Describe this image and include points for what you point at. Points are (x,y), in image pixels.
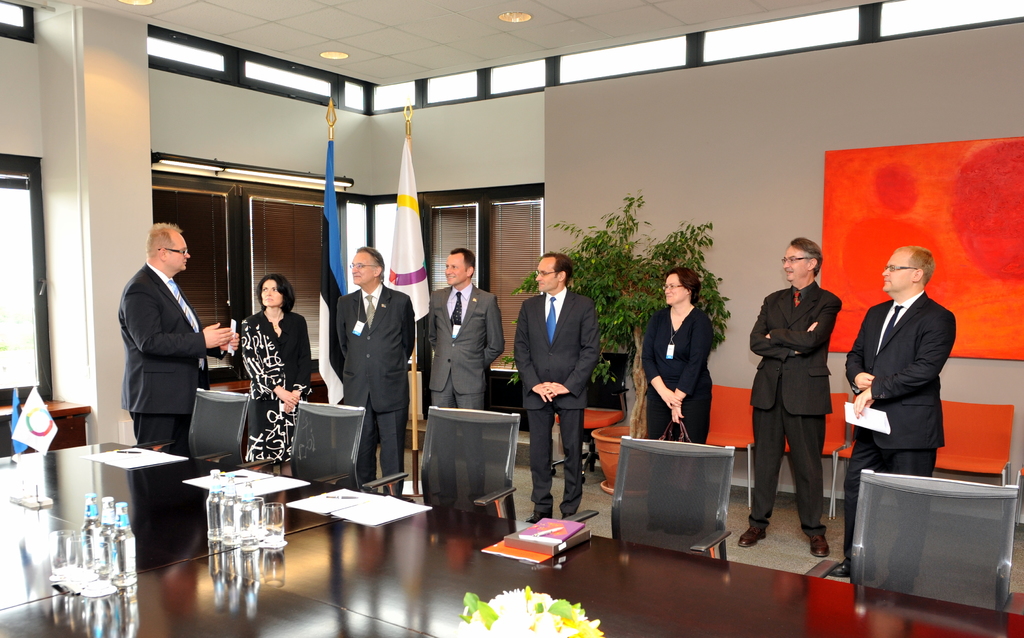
On a table (184,554) there are glasses (60,554), books (538,541), flowers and bottles (216,481). There are chairs (200,426). People (906,386) are standing. Behind them there are flags (326,194) and windows (209,258).
